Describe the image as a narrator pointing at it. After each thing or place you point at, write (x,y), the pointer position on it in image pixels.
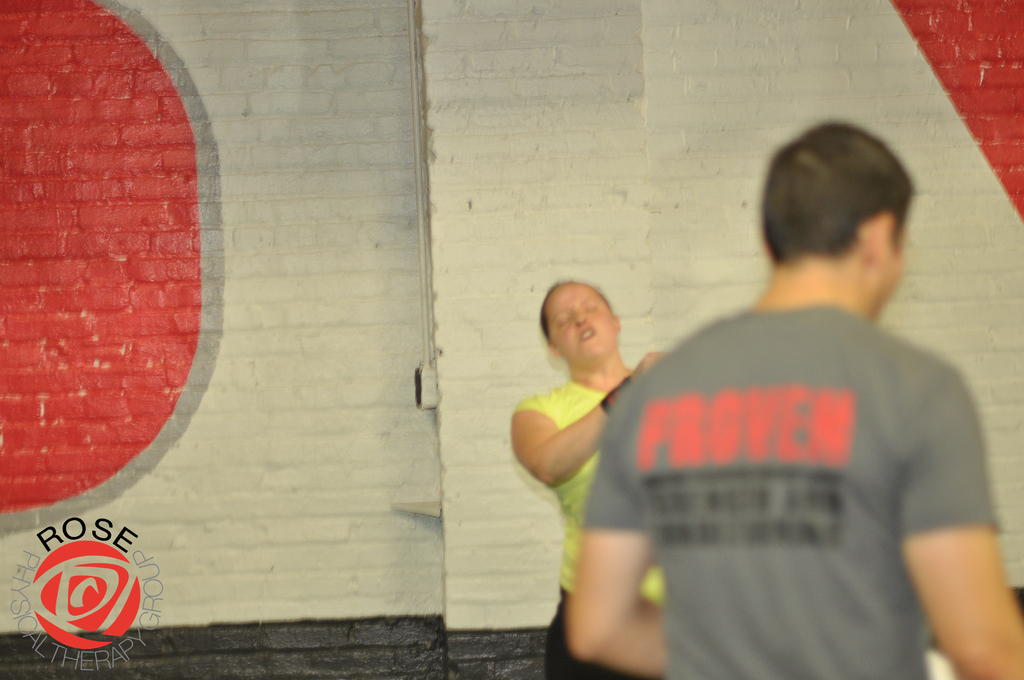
In this image there is a man (755,533), he is wearing gray color T-shirt (796,463) in front of him there is a woman (582,419), she is wearing green color T-shirt (576,500) and black pant (561,638), in the background (321,16) there is wall (943,348).
